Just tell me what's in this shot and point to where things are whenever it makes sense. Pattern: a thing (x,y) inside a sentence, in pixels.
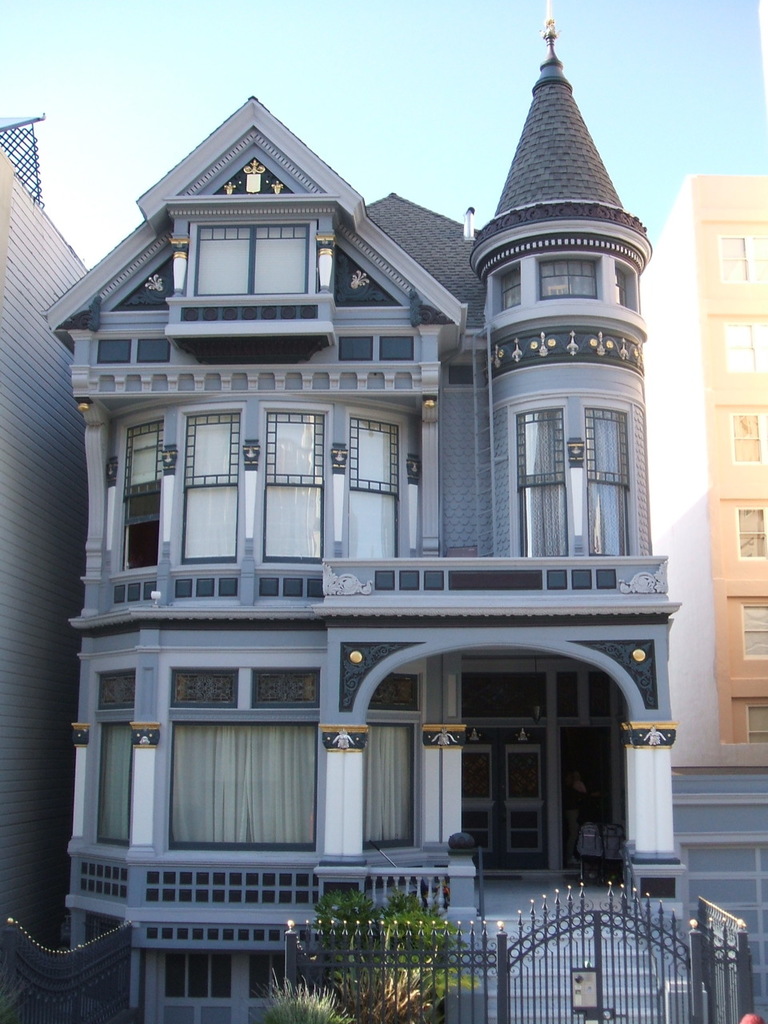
In this picture we can see buildings (371,402). At the top (405,35) there is sky (215,45). At the bottom (336,993) there are plants (406,973), gate (647,934) and staircases (619,989).
